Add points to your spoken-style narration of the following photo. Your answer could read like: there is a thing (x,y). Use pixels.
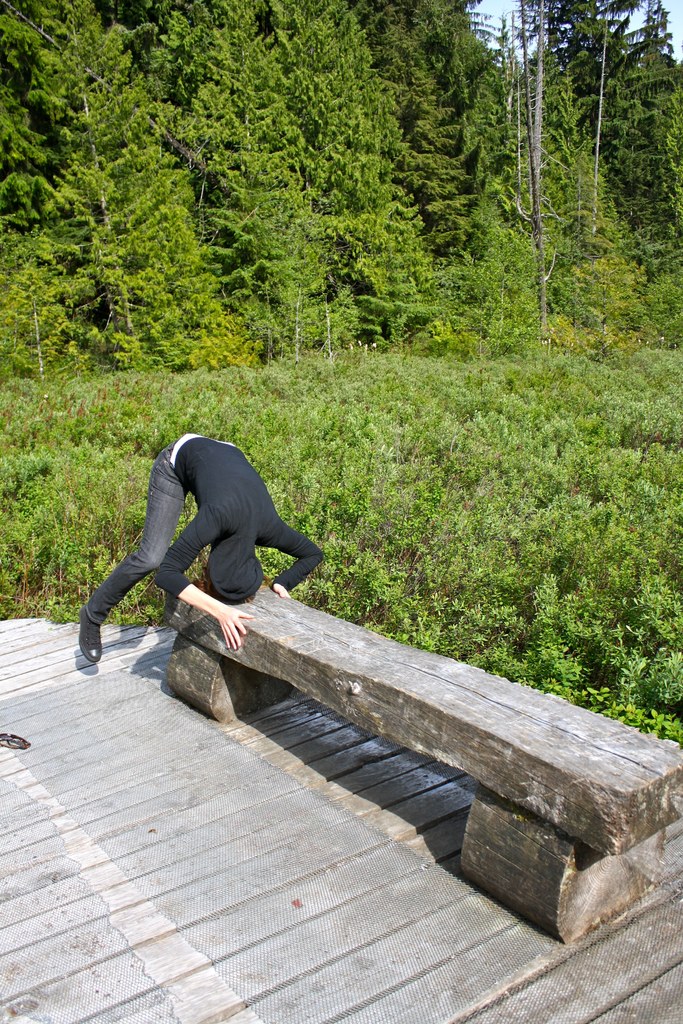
In this image, at the left side (97,621) there is a person (162,483) putting his head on the wooden bench (327,665), there are some green color plants (502,566), at the background (157,138) there are some green color trees (339,145).
